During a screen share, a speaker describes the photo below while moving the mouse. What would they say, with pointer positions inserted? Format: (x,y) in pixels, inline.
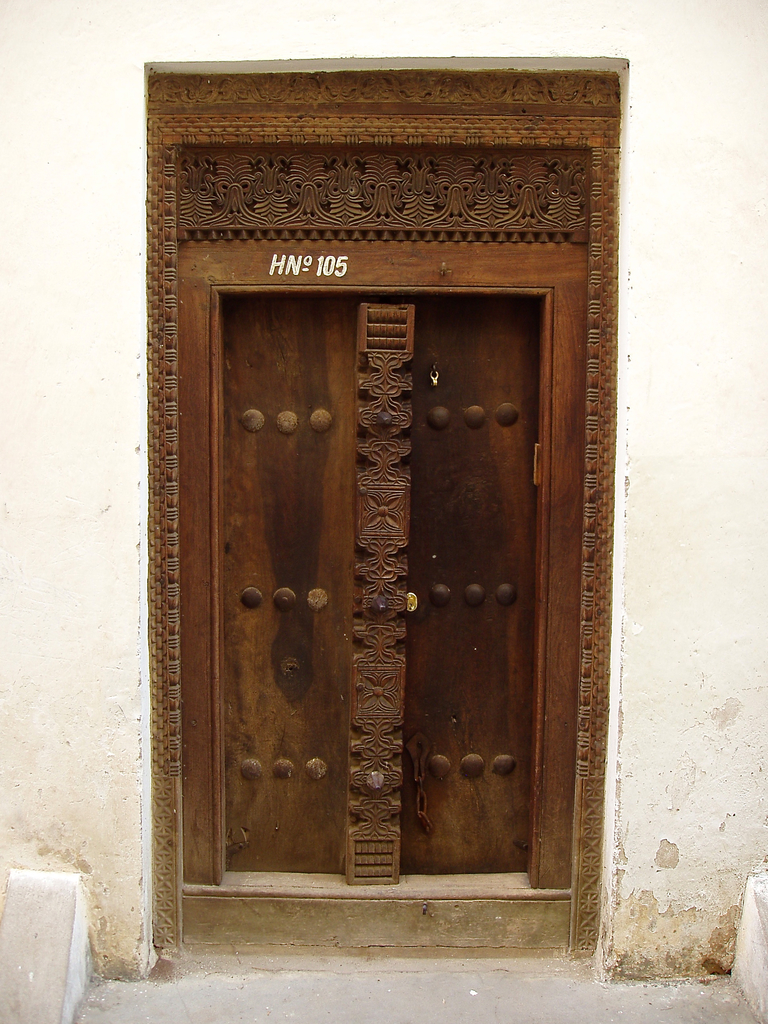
In this image we can see the main door (437,575) of the building (87,374), House no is there in that door (228,378).
